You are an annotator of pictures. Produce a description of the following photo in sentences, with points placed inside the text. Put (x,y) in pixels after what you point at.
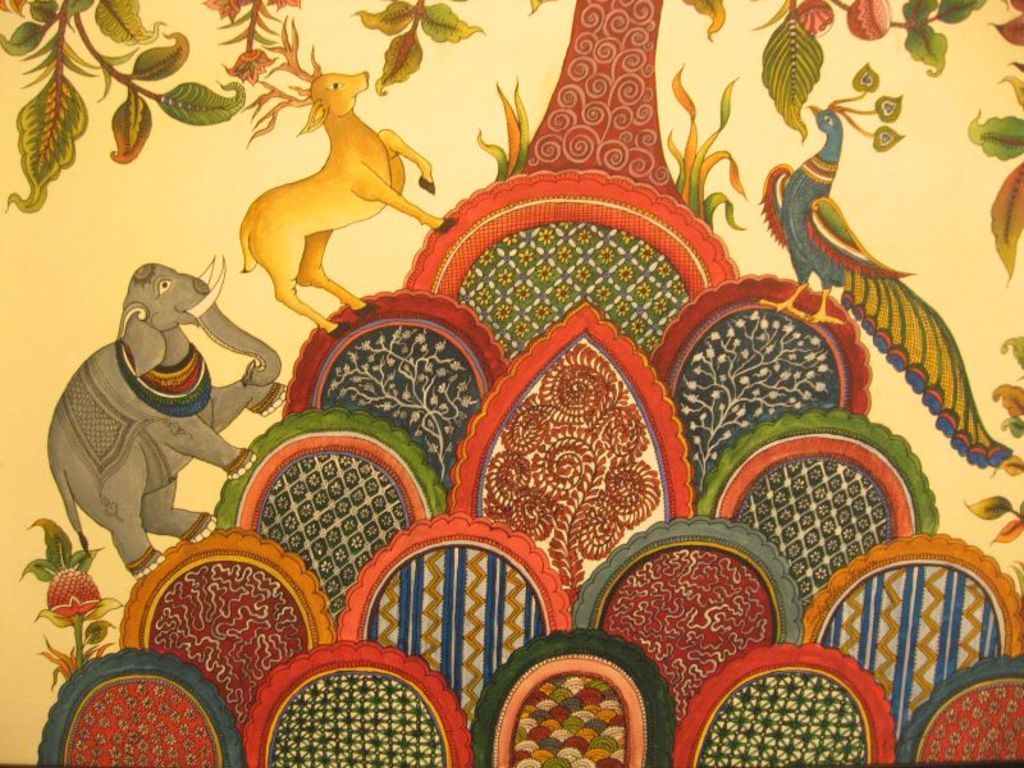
Here we can see painting of animals (373,176), peacock (823,173) and tree (640,108).
